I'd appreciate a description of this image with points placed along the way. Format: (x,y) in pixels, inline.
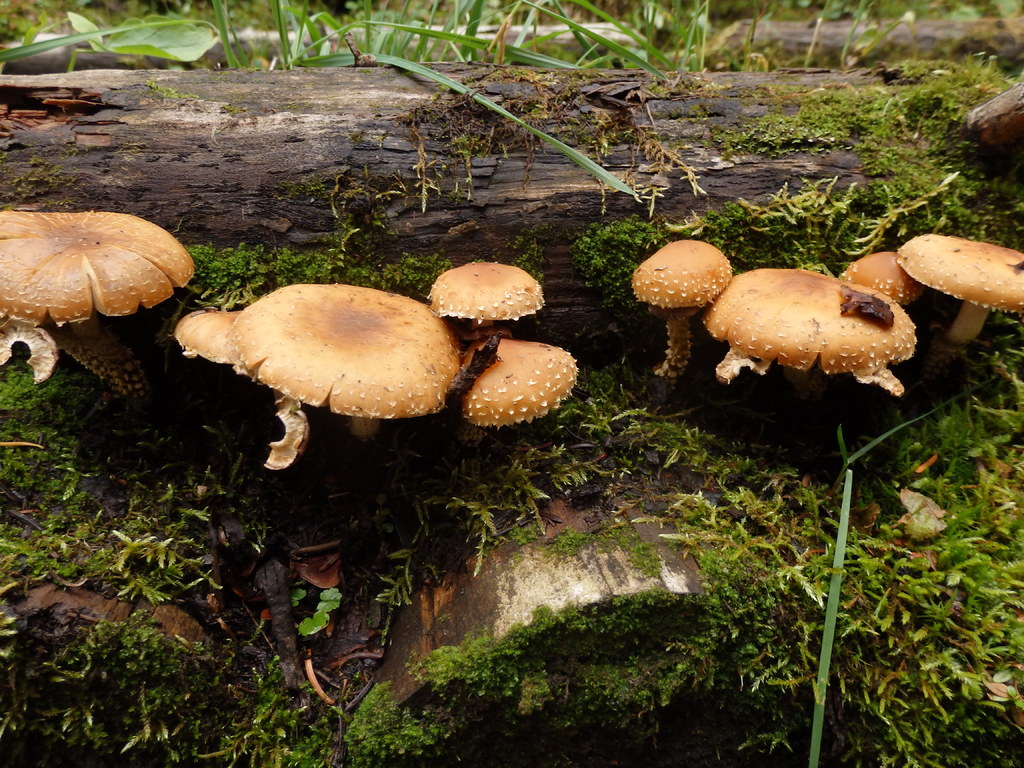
In this image I see the mushrooms (662,307) and I see the plants (529,57) and I see the wood (386,110) over here and I see the algae (163,553) which is of green in color.
